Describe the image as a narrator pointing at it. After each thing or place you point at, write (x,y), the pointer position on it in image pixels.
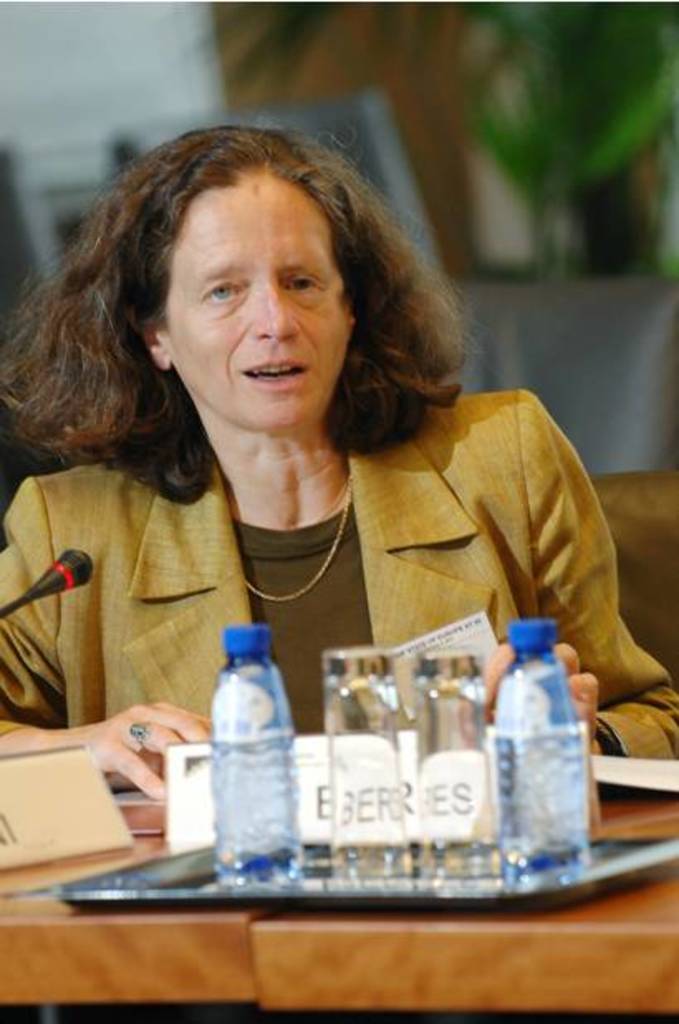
This Image consists of a woman (355,487) who is sitting in sofa (634,523). Table (651,964) is in front of her on that table (578,972) there is a Mike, plate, Water bottles (561,810) and name board (195,788). Woman (373,510) is wearing blazer (387,538) and she also has chain (281,598).
